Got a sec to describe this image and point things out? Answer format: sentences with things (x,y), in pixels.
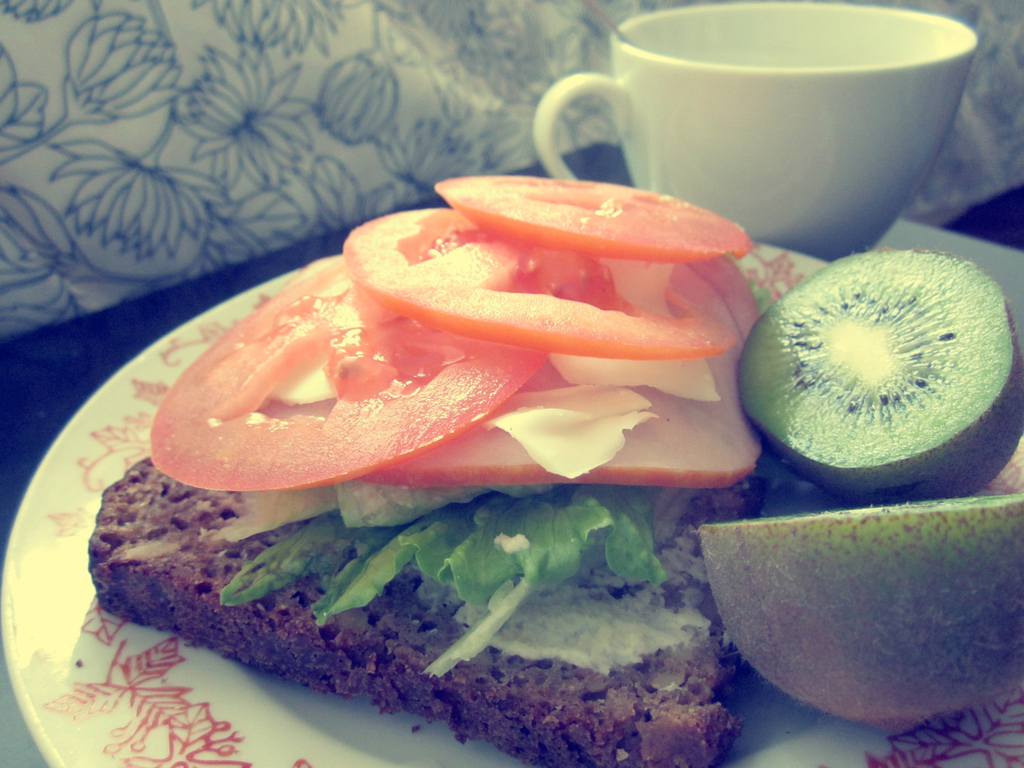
In this image we can see food item (717,531) on a plate (193,669) and beside there is a cup (846,89) and these are placed on a surface (12,756) which looks like a table (73,342) and we can see some other objects (212,145).
